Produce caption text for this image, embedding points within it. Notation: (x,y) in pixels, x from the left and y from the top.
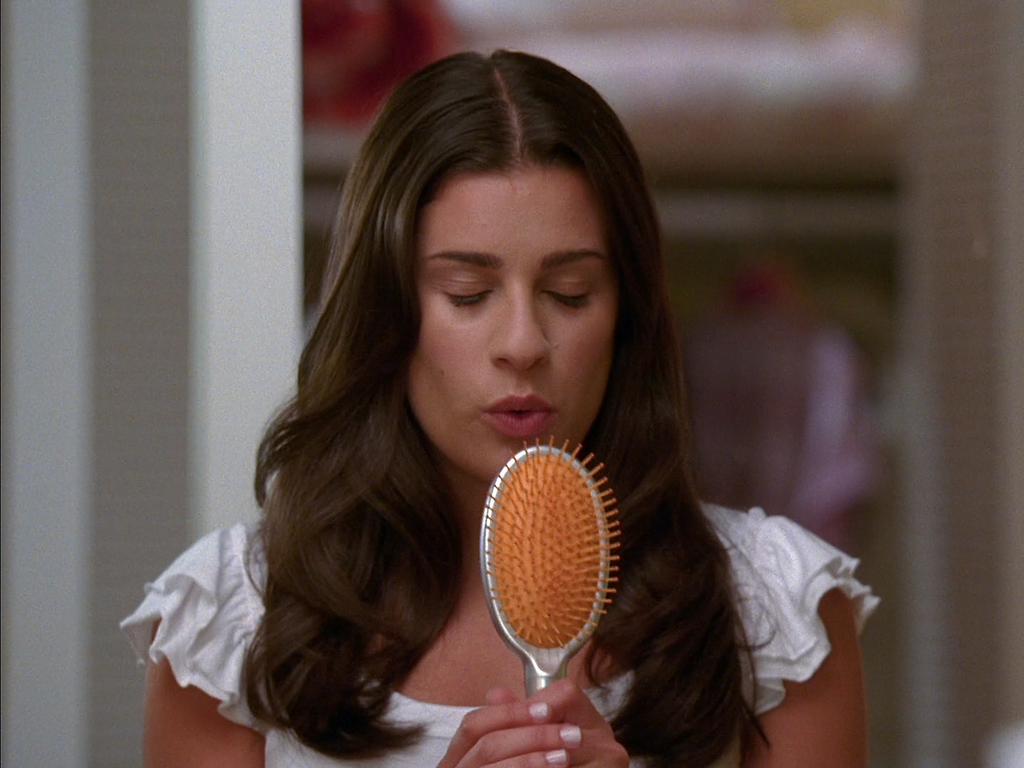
In this image there is a woman (450,401) standing and holding a comb (516,649) in her hand (472,727). The background (953,518) is blurry.
